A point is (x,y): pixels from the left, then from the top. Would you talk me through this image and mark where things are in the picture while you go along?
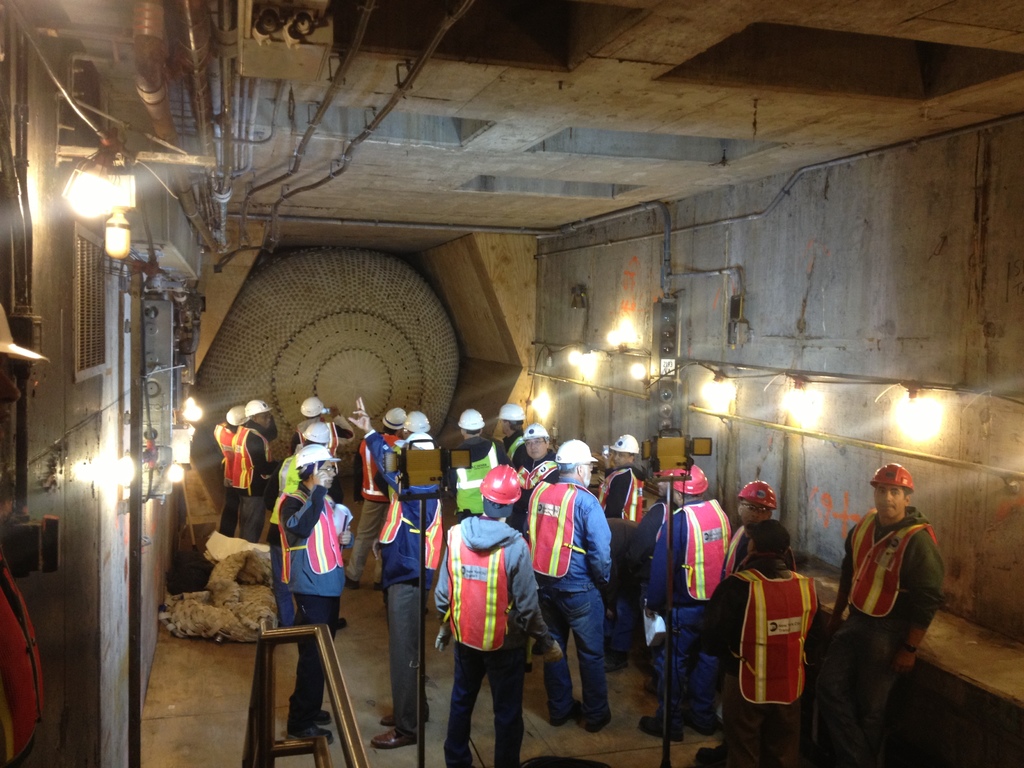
This picture is clicked inside the hall (884,422). In the foreground (852,615) we can see the group of persons (394,477) wearing helmets (518,494) and standing and we can see the metal objects (260,650) and some other objects (225,610) are placed on the ground (219,708) and we can see the lights (911,433). At the top (610,16) there is a roof (539,53) and some other objects (238,165). In the background (520,269) we can see the wall (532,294) and some other object (382,293).
